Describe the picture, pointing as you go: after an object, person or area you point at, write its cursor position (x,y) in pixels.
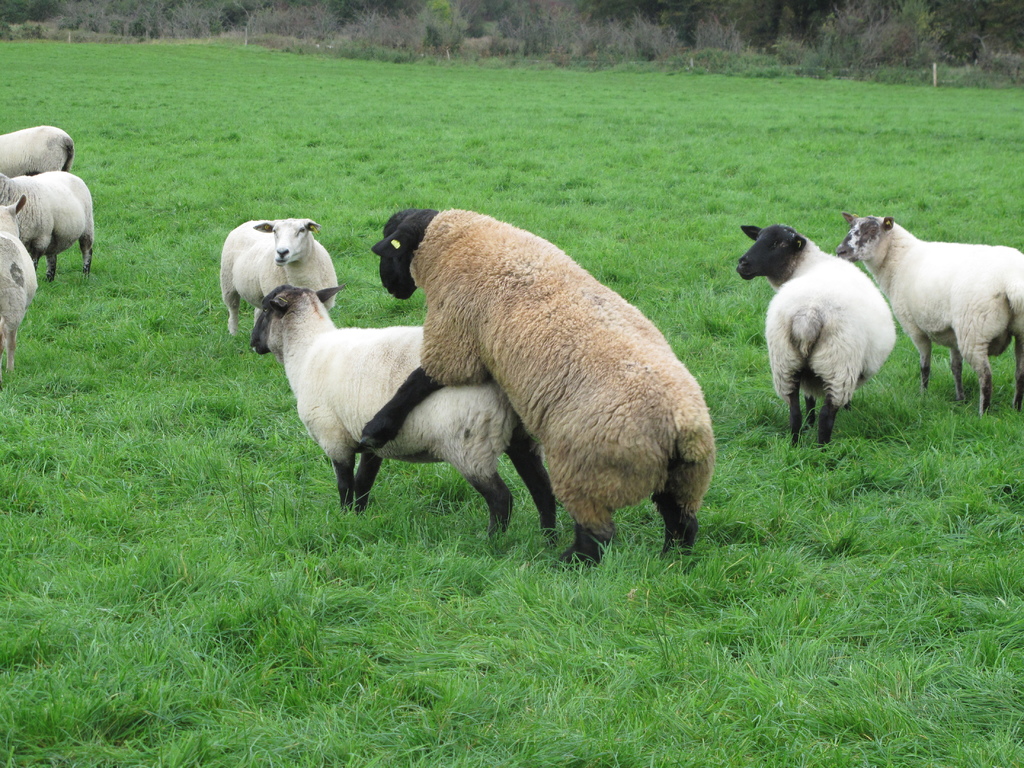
In this picture we can see many sheep (467,270). On the bottom (596,764) we can see green grass (491,672). At the top (1002,79) we can see trees (787,14) and plants (645,41).
